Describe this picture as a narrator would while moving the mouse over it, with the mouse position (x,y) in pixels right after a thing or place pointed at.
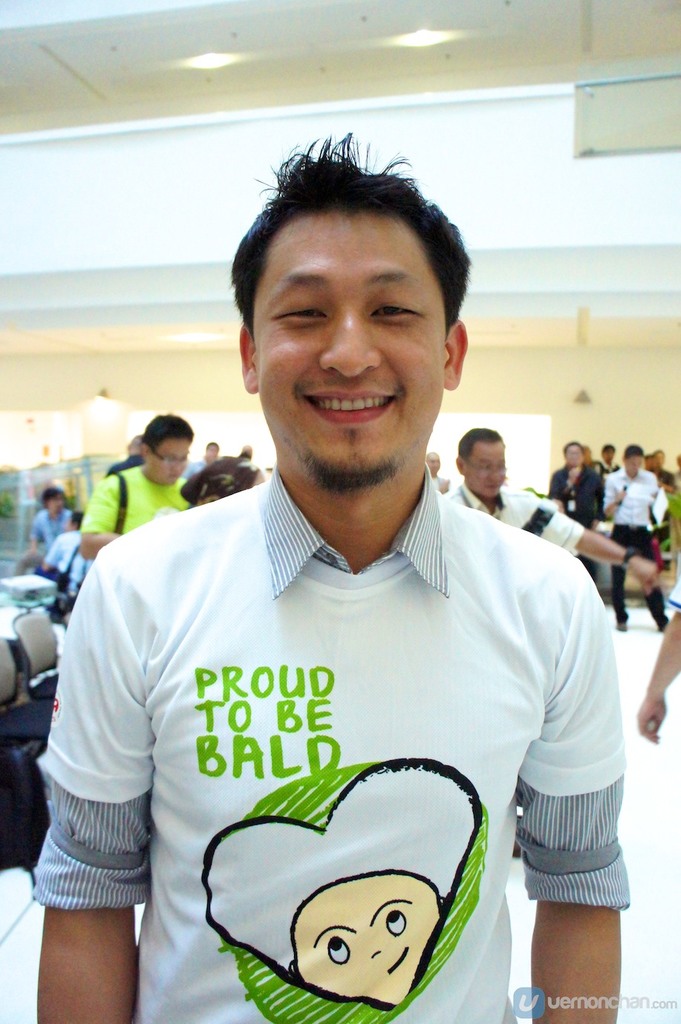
In this picture I can see a man (93,880) standing and smiling, there are group of people (499,510), there are chairs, and in the background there are lights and some other objects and there is a watermark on the image.
